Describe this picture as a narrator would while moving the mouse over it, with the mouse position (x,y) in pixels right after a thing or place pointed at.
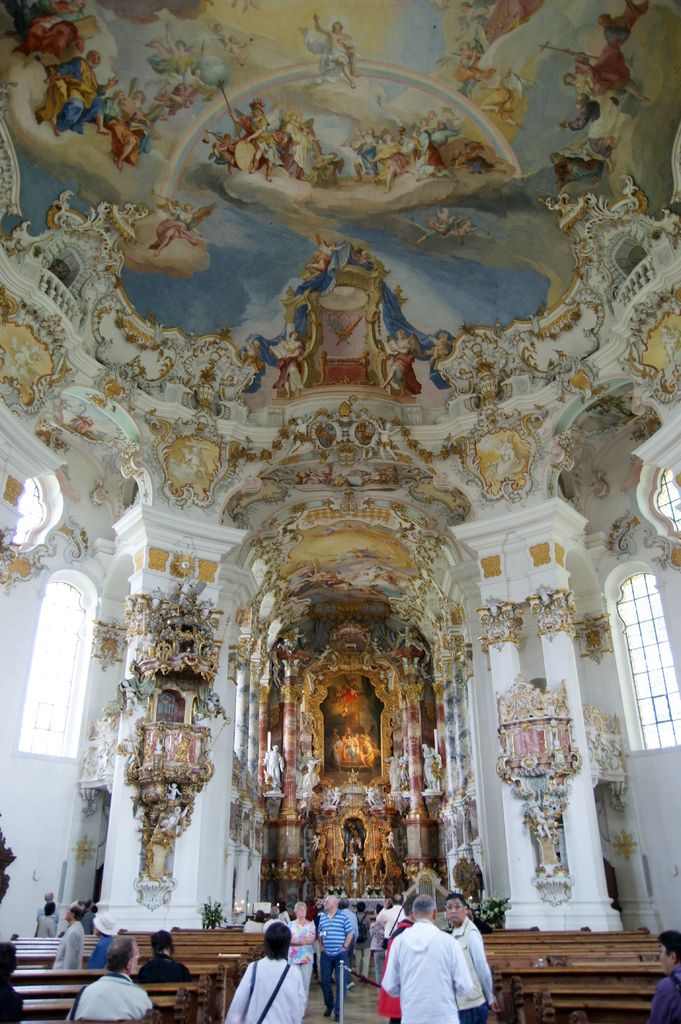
In this image there are group of people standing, and there are people (99,965) sitting on the benches (102,973), there are windows (666,739), sculptures (471,351), and there are paintings (526,20) on the top (319,129).
